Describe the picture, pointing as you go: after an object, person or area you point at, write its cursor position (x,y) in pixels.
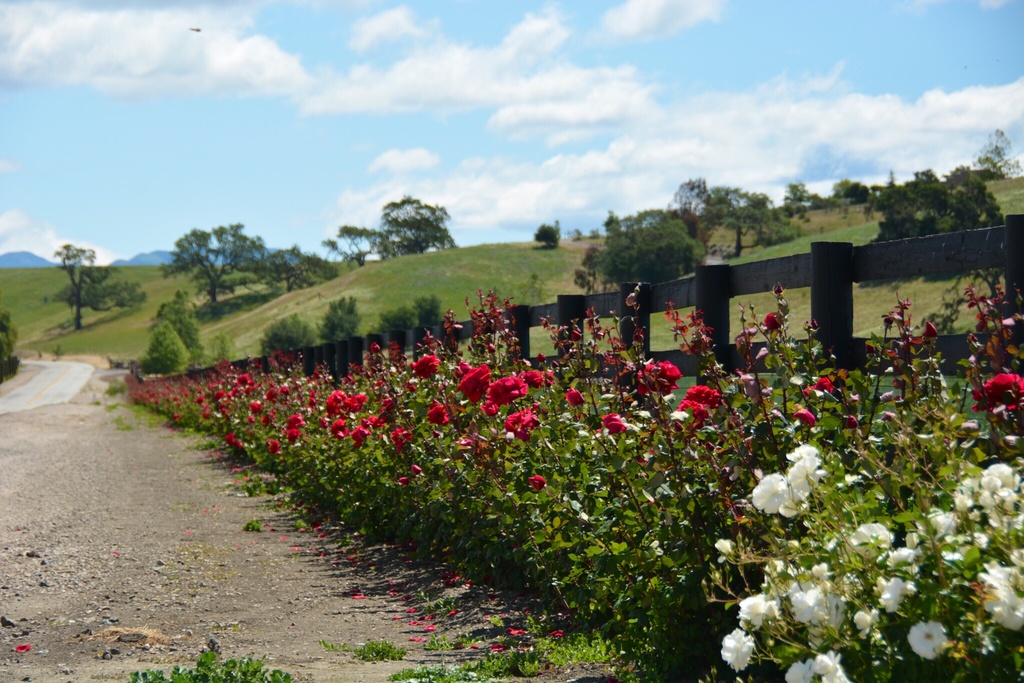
In this image there are flower plants (365,424) in the middle (365,424). On the left side (56,379) there is a road (45,377). In the background (302,273) there are grasslands (508,245) on which there are trees (752,216) and grass (430,296). At the top (259,166) there is sky (259,166). At the bottom (242,604) there is ground (103,575) on which there is sand (91,534) and stones (54,559).
